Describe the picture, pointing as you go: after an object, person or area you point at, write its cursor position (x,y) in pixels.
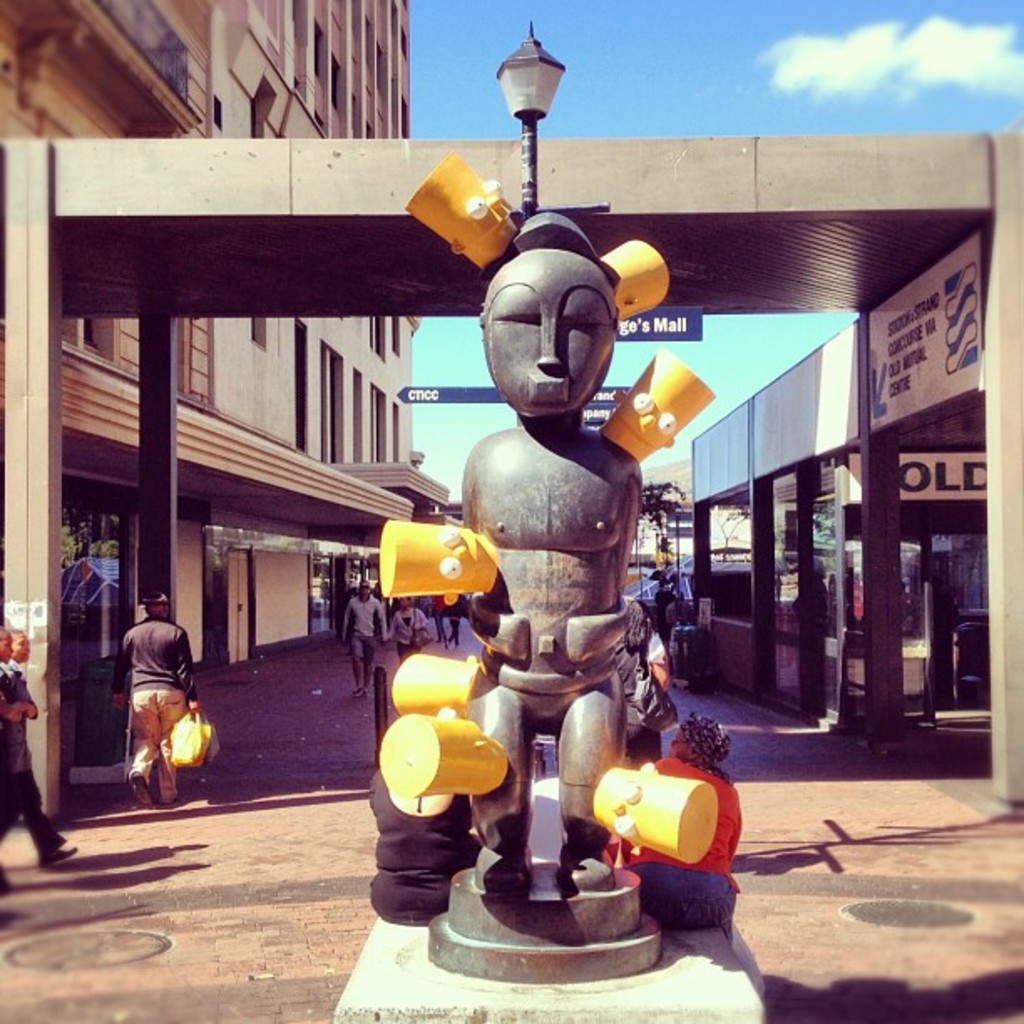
In the center of the image (415,583) there is a depiction of a person (421,576). In the background of the image (353,320) there is a building (409,385). There is a arch (141,223). There are people (412,631) walking on the road (89,796). At the top of the image (751,74) there is sky (765,76). There is a light pole (554,91).
